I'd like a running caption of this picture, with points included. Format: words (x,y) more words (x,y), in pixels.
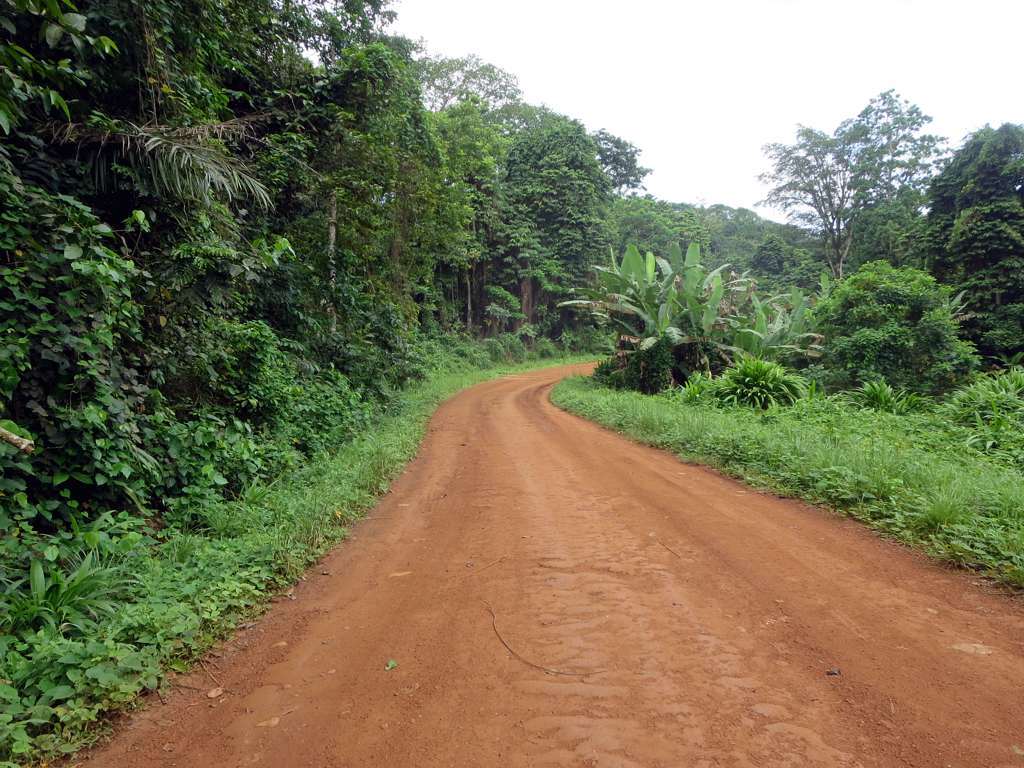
In this image there is a road (590,556) in the bottom of this image (545,620) and there are some trees (497,279) in the background (560,305). There is a sky (652,85) on the top of this image (684,97).
